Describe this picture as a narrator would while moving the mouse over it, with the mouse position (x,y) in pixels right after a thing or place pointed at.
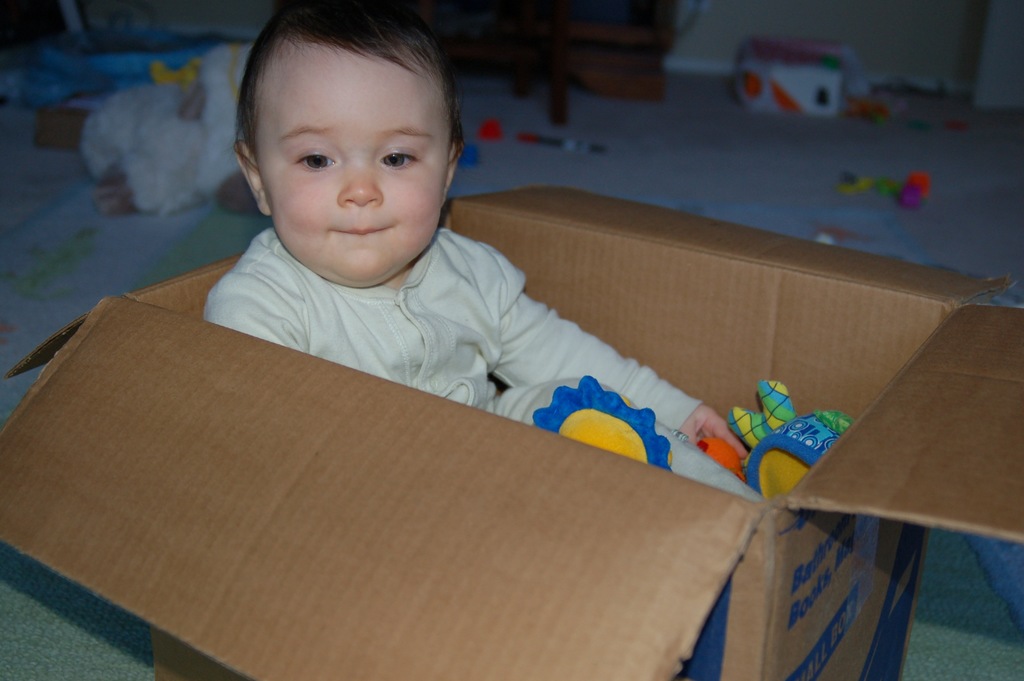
In the image we can see a baby (387,291) wearing clothes (416,284) and the baby (422,294) is sitting in the carton box (377,448). We can even see there are toys (757,456) in the carton box (610,494). Here we can see the floor (689,165) and the background (703,181) is slightly blurred.
